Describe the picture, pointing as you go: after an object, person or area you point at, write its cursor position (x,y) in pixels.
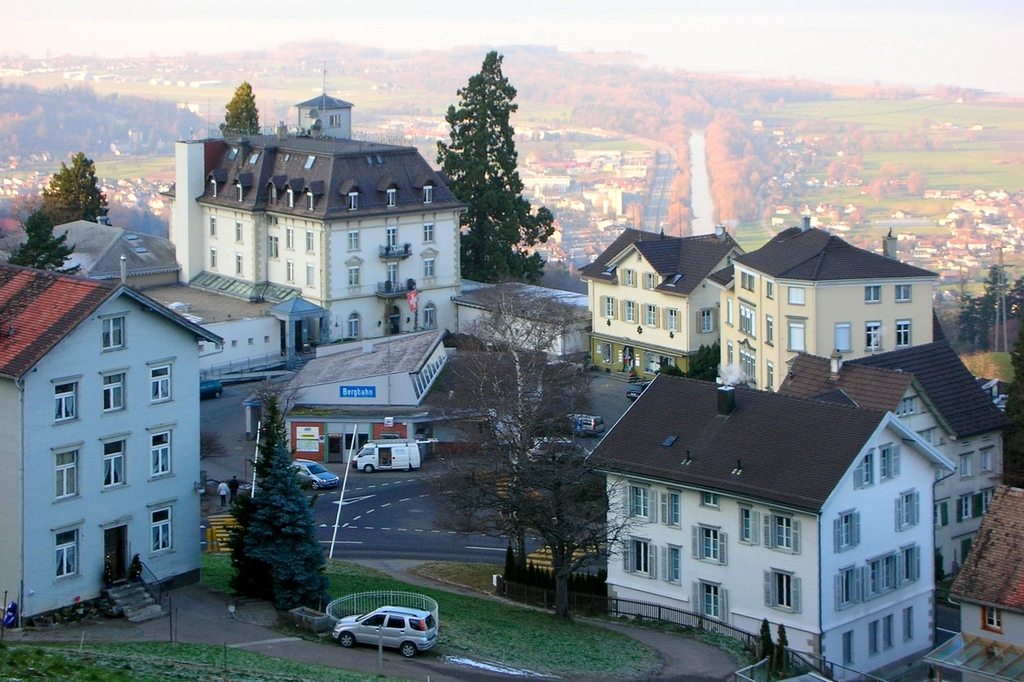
In the picture, it is a beautiful view of a city (767,383). There are many buildings (358,171) and houses (624,297), in between the houses (115,515) there are few trees (440,391), roads (411,483) and houses (351,290). In the background (182,55) there is a lot of greenery (295,60).
